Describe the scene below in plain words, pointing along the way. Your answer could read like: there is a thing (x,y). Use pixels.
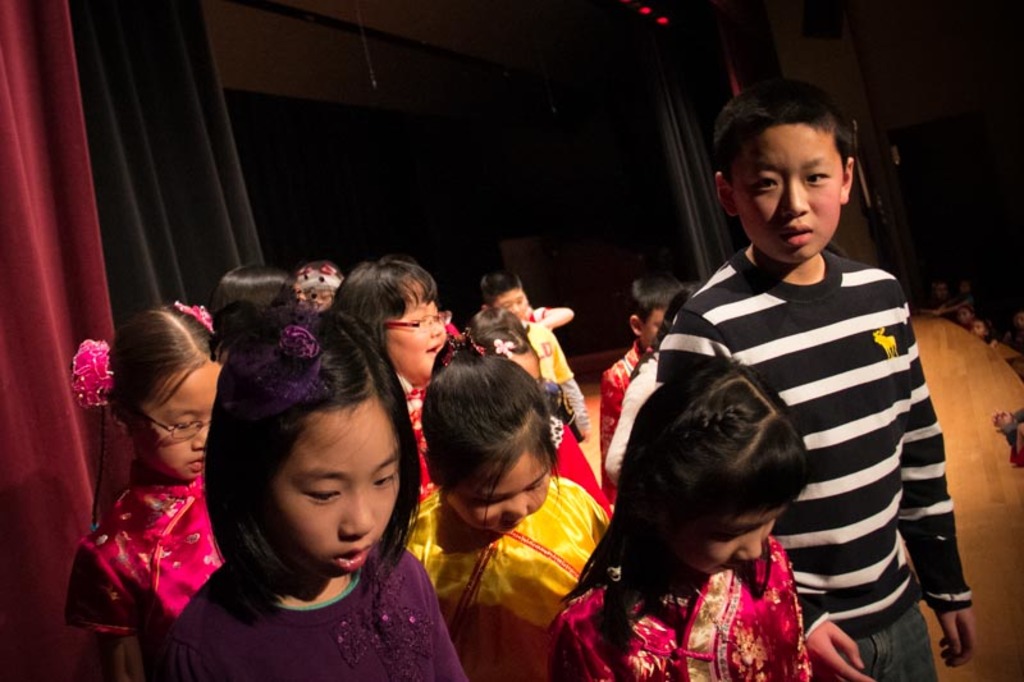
In this image I can see number of children (409,440) are standing on the stage (962,479) which is brown in color. I can see few curtains (78,263) which are red and black in color. In the background (1003,291) I can see few persons (975,318) and the dark background (946,151).
